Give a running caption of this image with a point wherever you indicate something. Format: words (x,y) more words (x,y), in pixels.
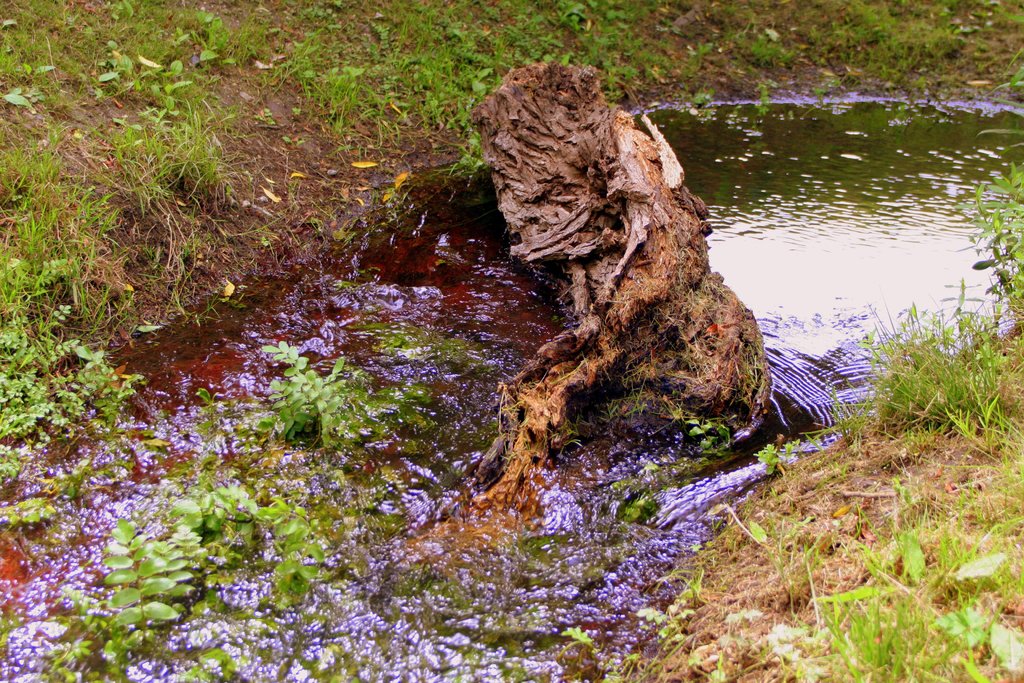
In this image we can see river (675,424) is flowing. In the river (859,332) bark (596,415) and plants (312,409) are there. To the both sides of the river (283,477) grass (905,622) is present.
